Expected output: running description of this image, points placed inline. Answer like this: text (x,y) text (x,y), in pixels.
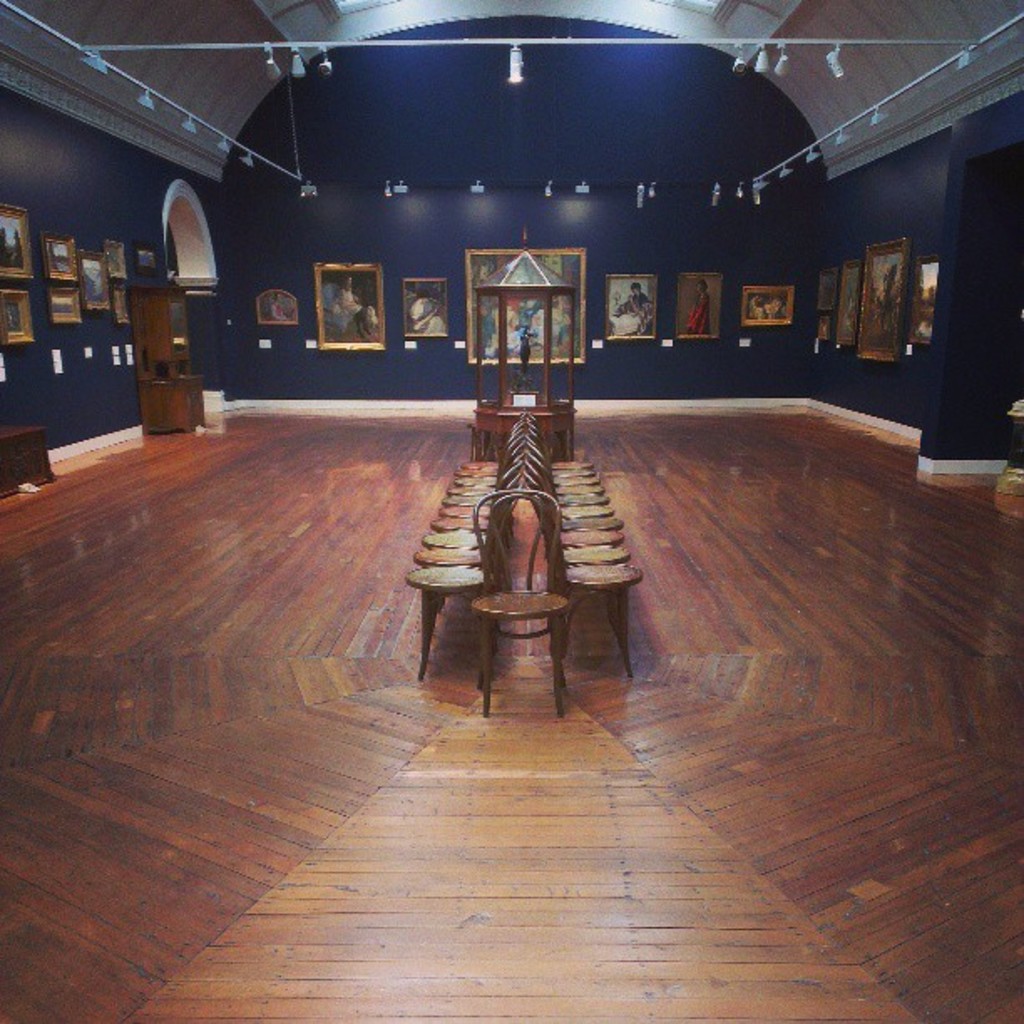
This image is taken indoors. At the bottom of the image (478,739) there is a floor (706,619). In the middle of the image (457,584) there are many empty chairs (529,490) and something in the box (530,323). In the background (470,299) there is a wall (959,167) with many picture frames (53,264) and paintings (19,313) on it. At the top of the image (780,34) there is a roof (159,81) and there are a few lights (842,131).
